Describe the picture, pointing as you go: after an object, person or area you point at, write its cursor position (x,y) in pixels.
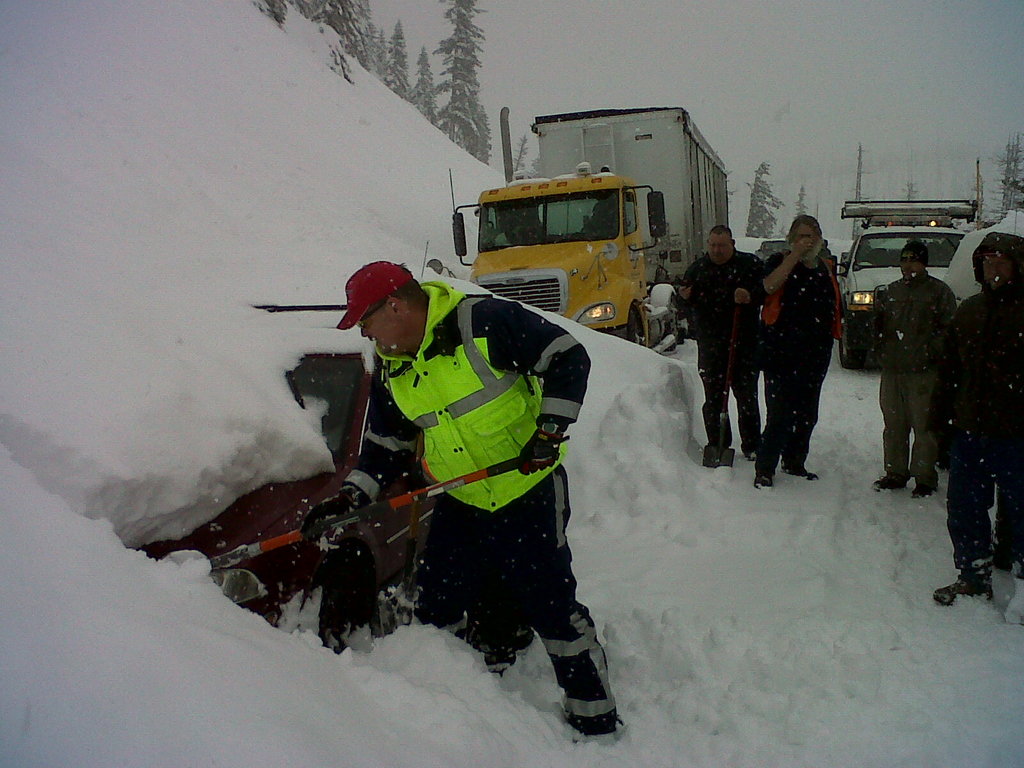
This image is taken outdoors. At the top of the image (603,77) there is a sky (825,70). In the background (433,108) there are a few trees (417,102) covered with snow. At the bottom of the image (212,699) there is snow (126,171). In the middle of the image (647,268) a truck (687,224) and a car (884,209) are parked on the snow (666,362). A man (500,459) is standing in the snow (640,459) and he holding a spade (285,536) in his hands (520,456) and digging the snow (207,595). On the right side of the image (989,474) a few men (789,377) are standing on the snow (198,615).
